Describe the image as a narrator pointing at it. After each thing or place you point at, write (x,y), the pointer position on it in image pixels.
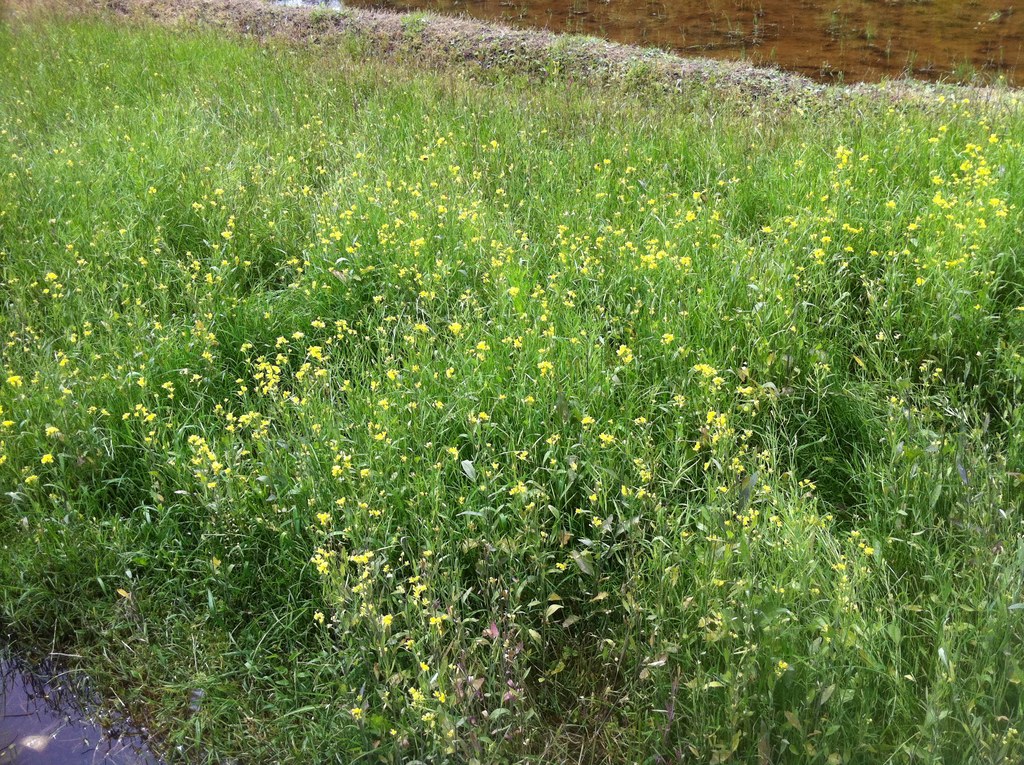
In the image we can see some flowers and grass (227,128) and water (762,33).
